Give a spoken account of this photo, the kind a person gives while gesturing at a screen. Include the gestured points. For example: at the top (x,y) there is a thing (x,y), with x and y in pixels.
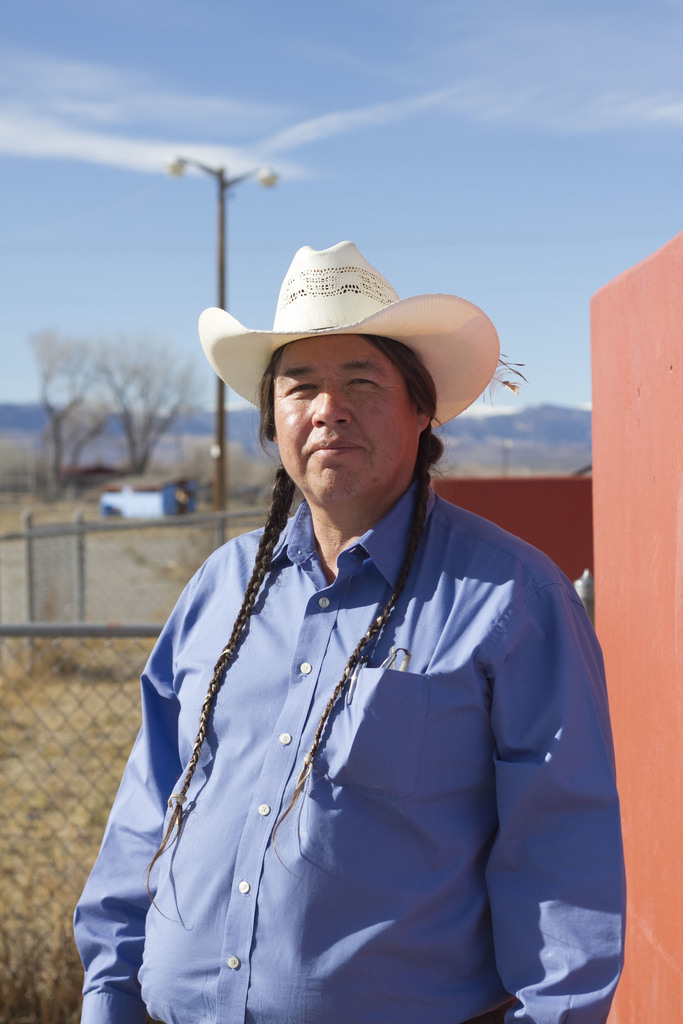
In the image we can see a person (337,742) standing in the middle of the image (267,677). The person (306,729) is wearing clothes (296,698) and a hat (343,325). Here we can see the mesh (112,774), light pole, trees (121,390), hill (541,409), the sky (530,118) and the background (159,400) is slightly blurred.
